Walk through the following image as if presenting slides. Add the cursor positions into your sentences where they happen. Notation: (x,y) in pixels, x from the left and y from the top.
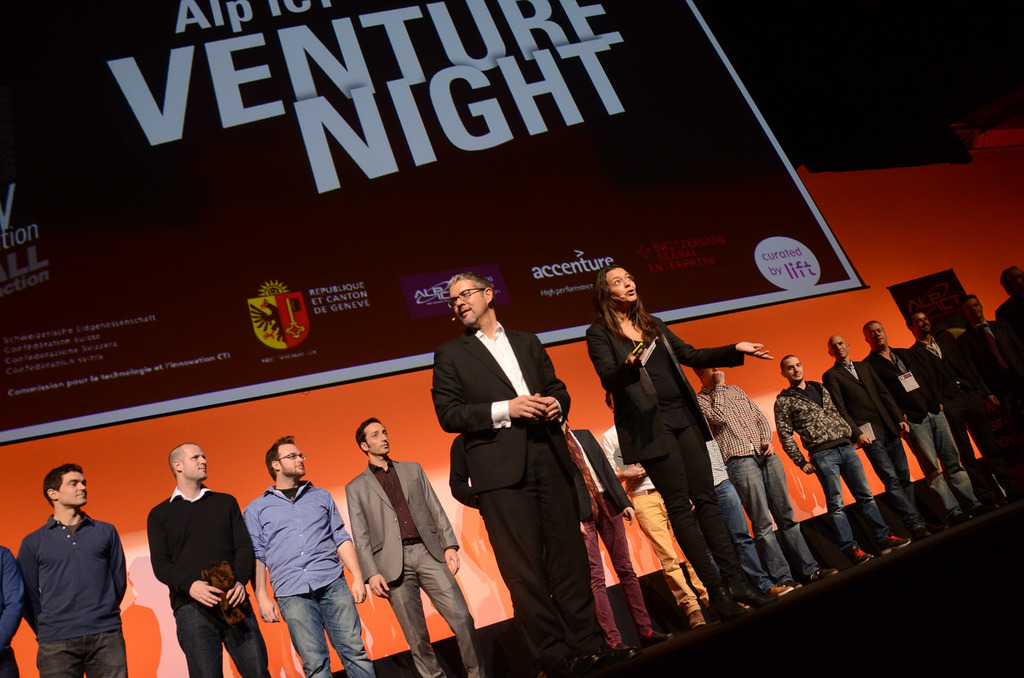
In this picture we can observe some people (554,520) standing on the stage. There were men (567,511) and women (634,367) in this picture. In the background (358,92) there is a large poster (351,234) which is in maroon color.
